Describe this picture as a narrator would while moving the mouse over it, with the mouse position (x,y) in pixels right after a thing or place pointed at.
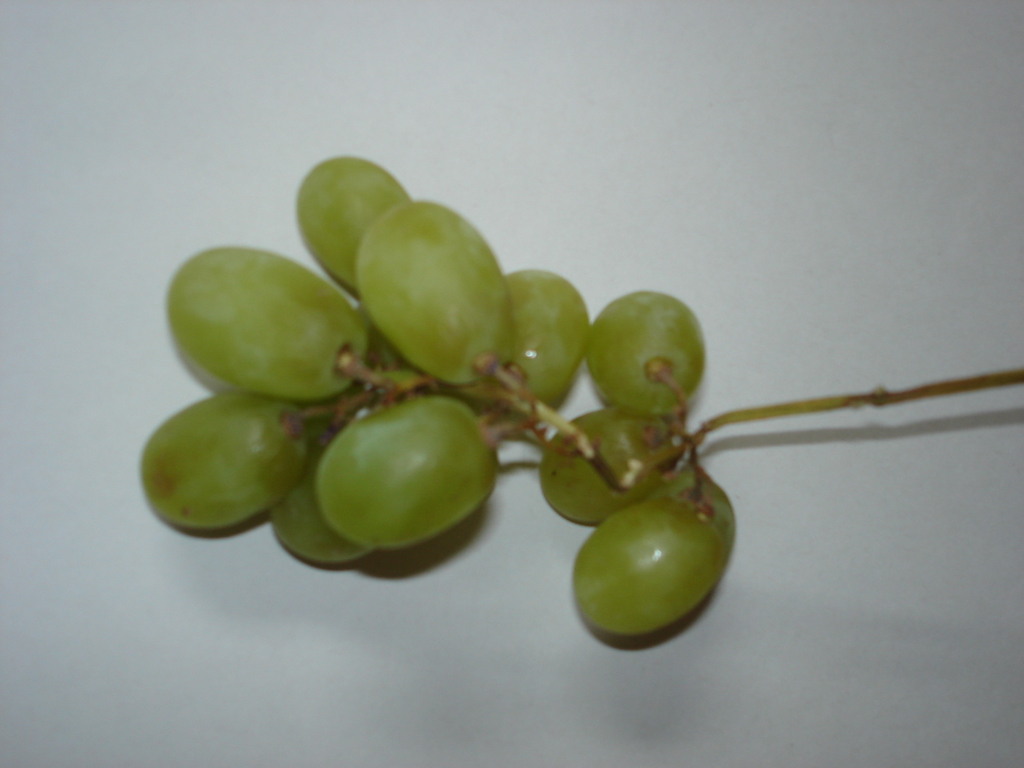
In this picture we can see the bunch of grapes (441,452) on the white object (86,720).
